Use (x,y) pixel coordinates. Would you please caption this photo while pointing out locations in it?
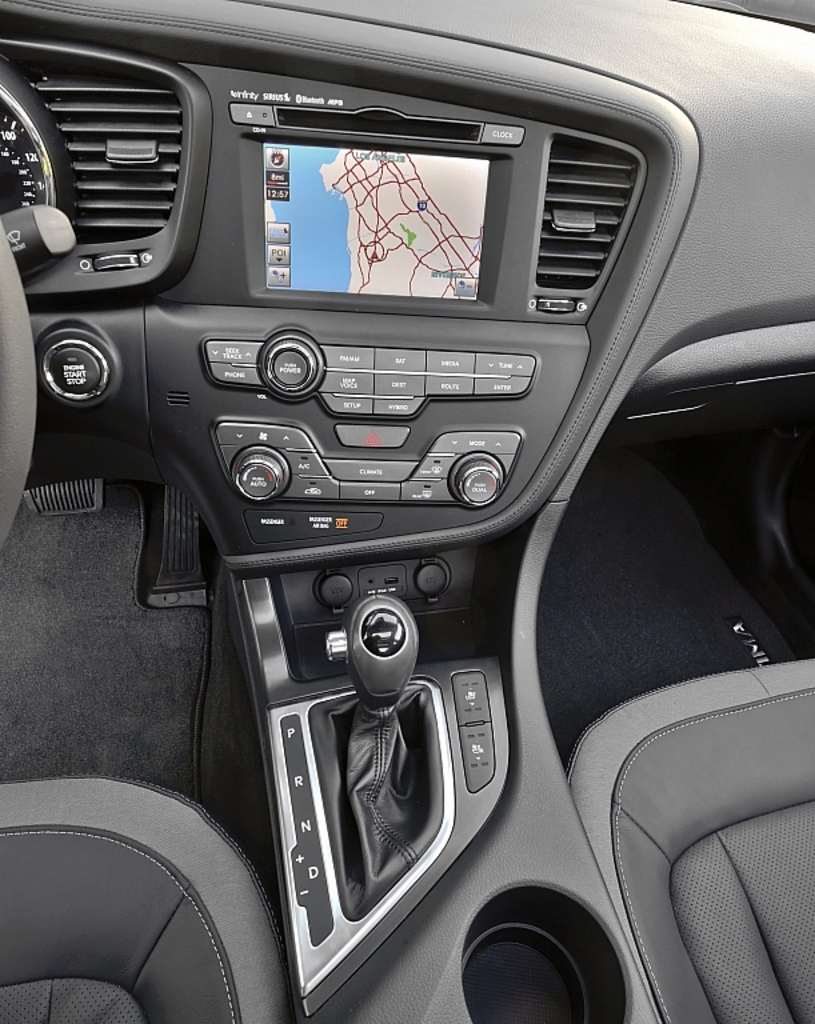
This is an inside view of a car (249,173), where there are buttons (386,360), gear lever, screen (337,202), air conditioners (576,201), seats (800,972).
